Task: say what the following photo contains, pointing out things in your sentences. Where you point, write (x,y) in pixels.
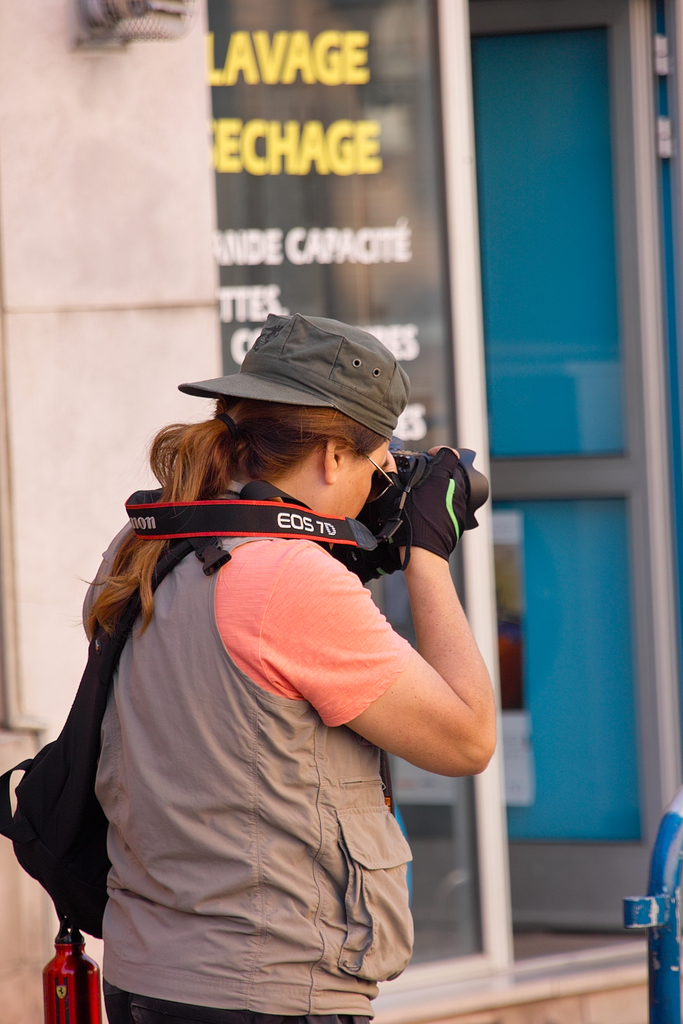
In this picture we can see door (624,213), poster (319,167), pillar (175,242) and objects (112,17). We can see a woman (429,500) wearing a cap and goggles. She is holding a camera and looks like she is taking a snap.
